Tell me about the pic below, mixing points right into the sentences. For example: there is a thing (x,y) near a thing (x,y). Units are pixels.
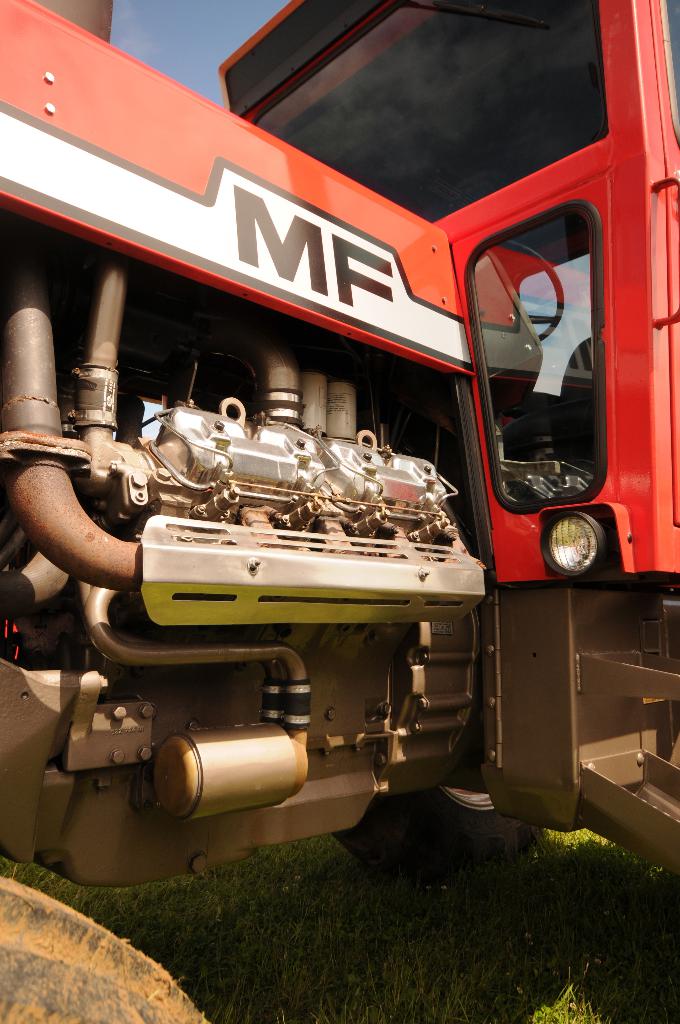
In the image we can see in front (330,500) there is an engine (330,629) of a vehicle (399,455) which is kept on the ground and the ground (168,936) is covered with grass (434,955).
